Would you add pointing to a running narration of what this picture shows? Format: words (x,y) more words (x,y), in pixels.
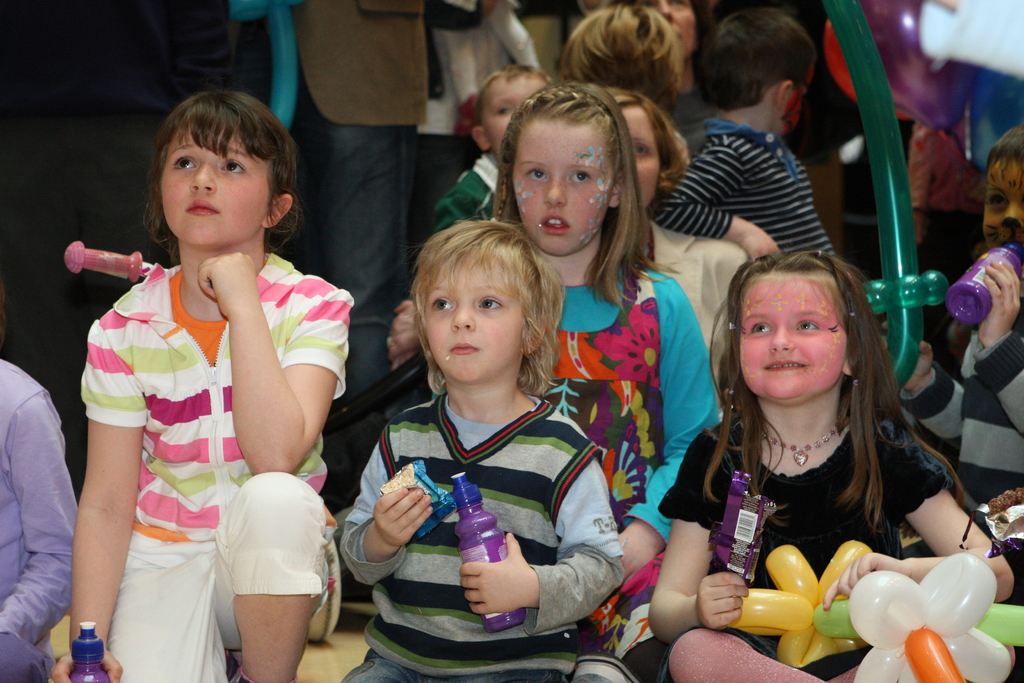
In this image I can see children (991,153) and few of them are holding bottles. I can also see smile on few faces (812,344).
